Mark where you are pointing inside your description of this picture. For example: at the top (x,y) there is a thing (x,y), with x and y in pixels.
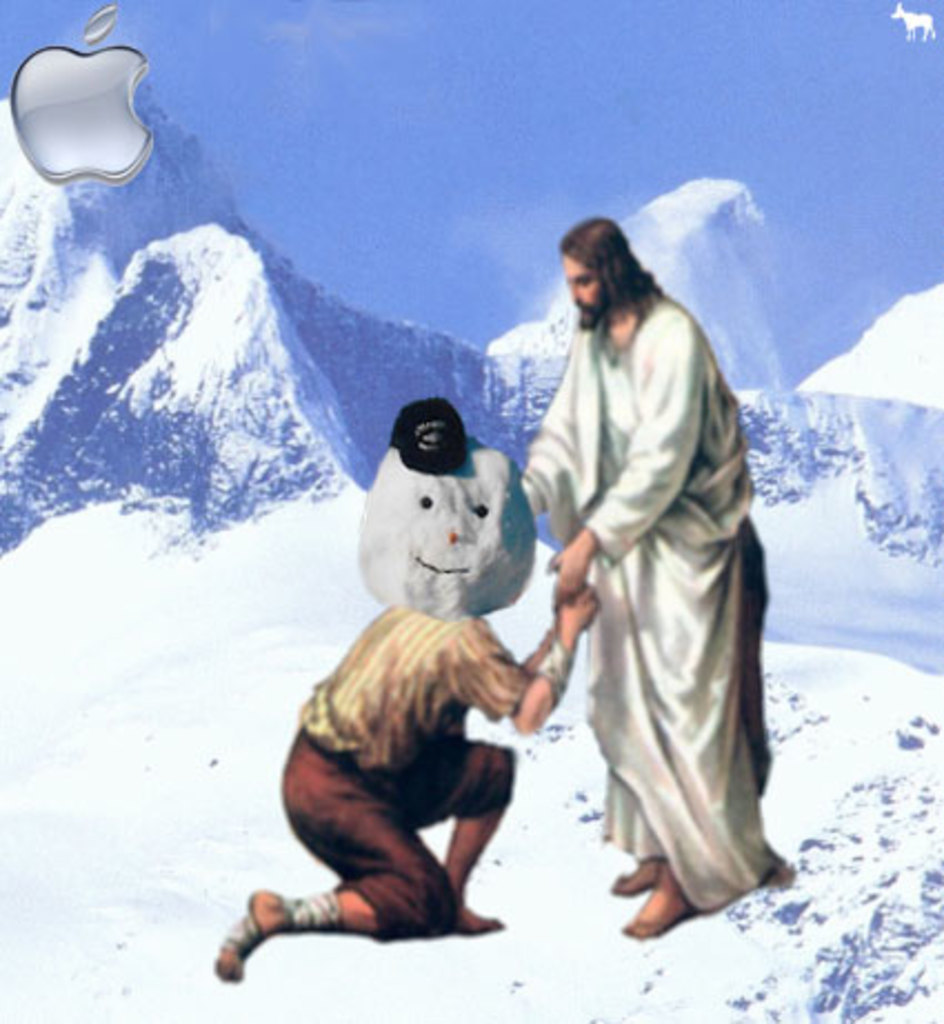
In this image I can see the edited picture in which I can see a person (681,668) wearing white colored dress (689,481) is standing and another person (434,740) wearing brown colored dress (417,817) is sitting. I can see a head (507,578) which is made of snow (464,511) and a black colored hat (417,447) on it. In the background (314,402) I can see few mountains (179,341) with snow (164,368) on them and the sky (219,153).
